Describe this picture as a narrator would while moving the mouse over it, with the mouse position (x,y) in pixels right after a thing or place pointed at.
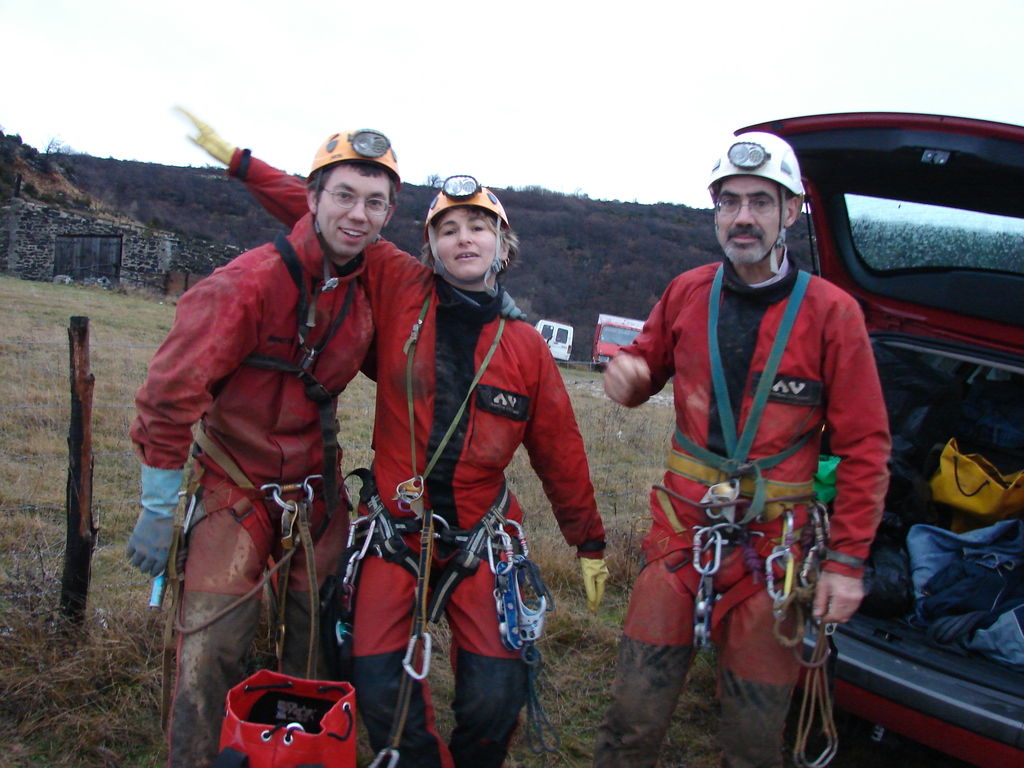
In this image in the front (489,466) there are persons (489,466) standing and in the front (283,744) there is an object (286,761) which is red in colour. On the right side (929,420) there is a car (983,393). In the background (571,325) there are trees (531,307) and there are vehicles (558,340) and there's grass (58,357) on the ground (103,368).
